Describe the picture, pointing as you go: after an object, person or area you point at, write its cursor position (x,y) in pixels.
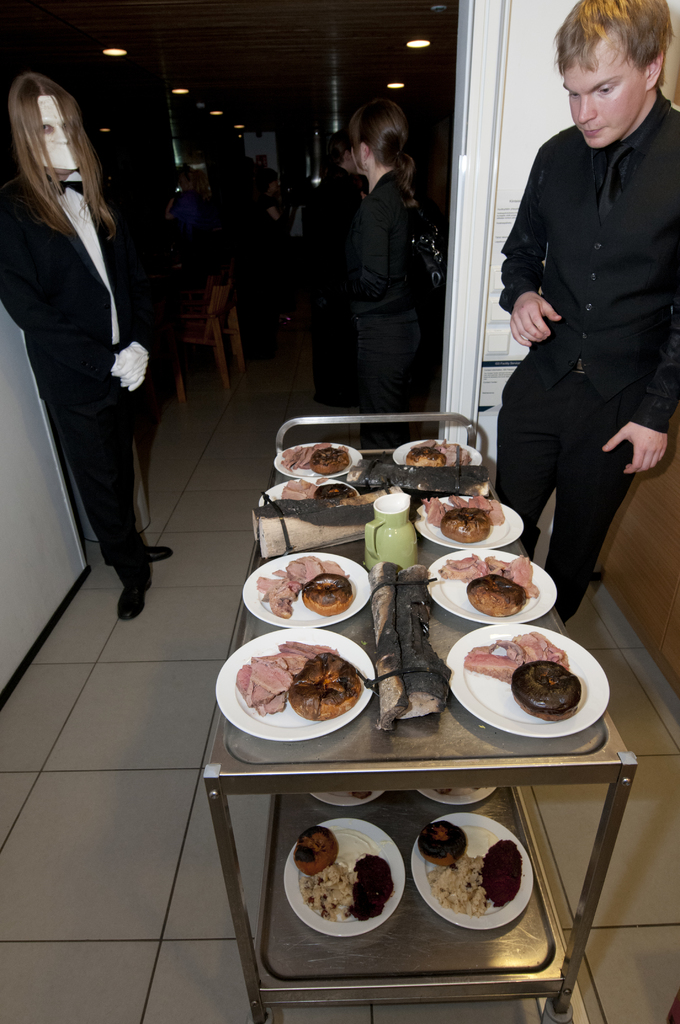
In this image on the right side (597,212) there is a man (580,407) who is standing, and at the bottom (286,752) there is one table (237,892). On the table (272,855) there are some plates (353,707) and on the plates (250,727) there are some doughnuts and some food items (490,859) and one bottle (399,538) and logs (393,589). In the background (362,262) there are a few people (315,209) who are standing and also there are chairs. On the left side (74,281) there is one person (69,361), on the top (328,52) there is ceiling (268,84) and lights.
